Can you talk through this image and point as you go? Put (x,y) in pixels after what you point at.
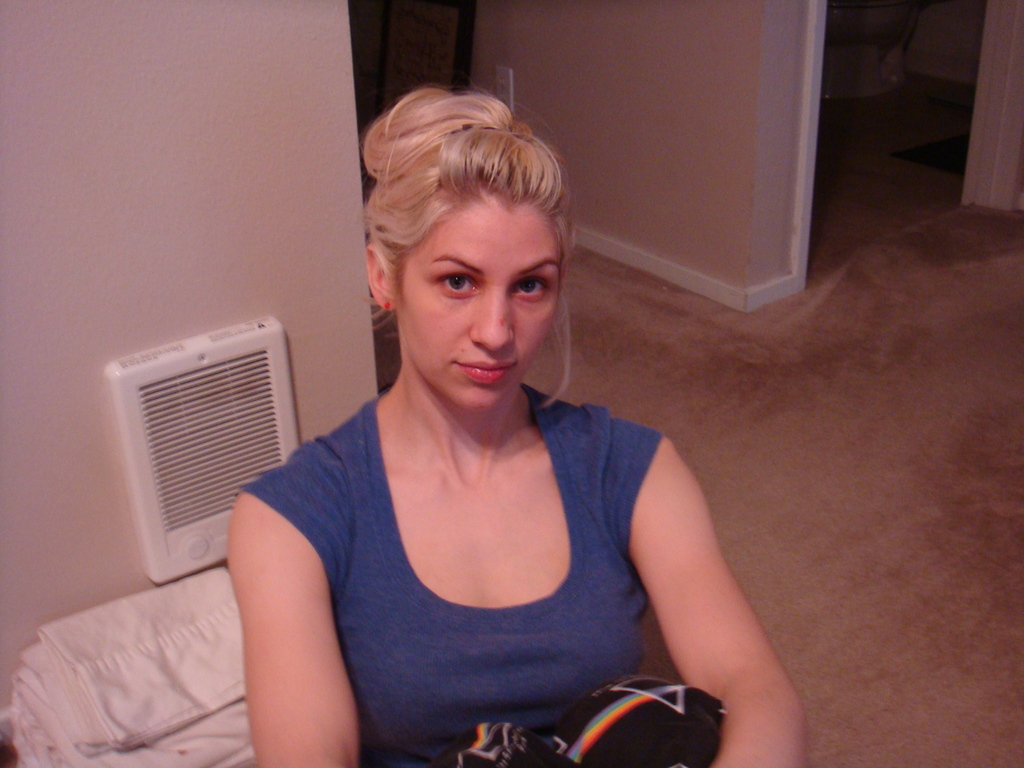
In this picture we can see a woman (339,677) wearing a blue t-shirt (511,614). Behind to her we can see white clothes (100,700). In the background (267,247) we can see walls (626,216) and this is a floor (851,547).
